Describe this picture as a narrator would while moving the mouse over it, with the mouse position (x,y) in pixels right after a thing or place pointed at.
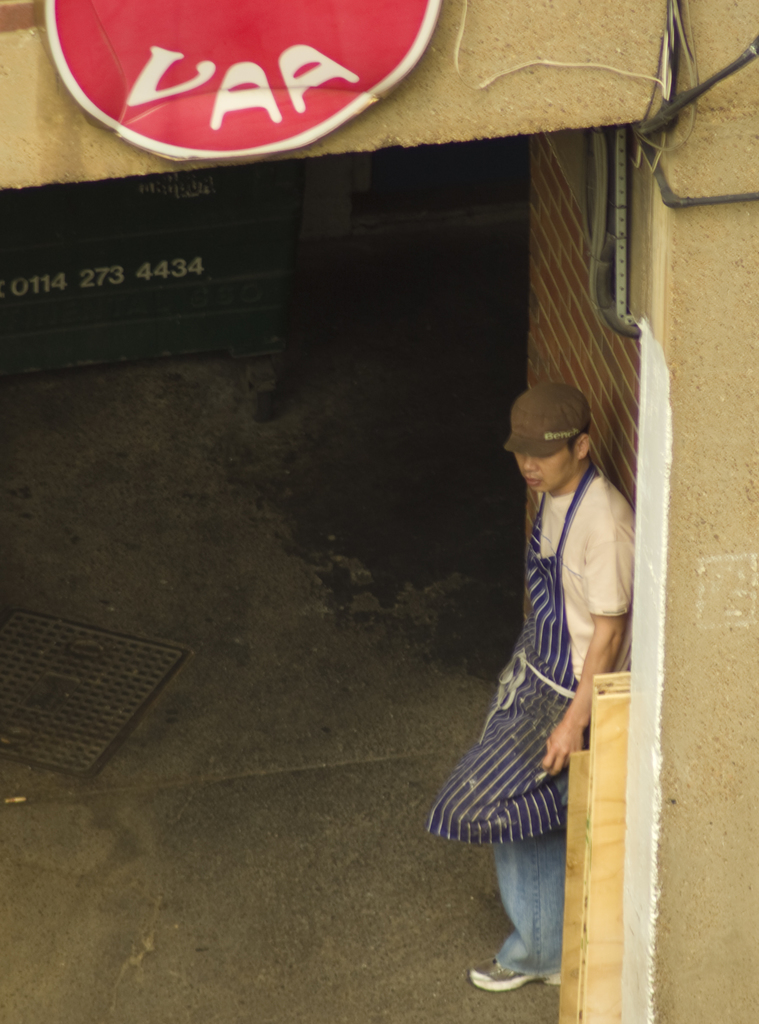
On the right side of the image (535,716) we can see a man (552,677) standing. He is wearing a cap (535,417) and an apron (531,594). At the top (190,150) there is a board (239,50) and we can see a wall (577,42).
